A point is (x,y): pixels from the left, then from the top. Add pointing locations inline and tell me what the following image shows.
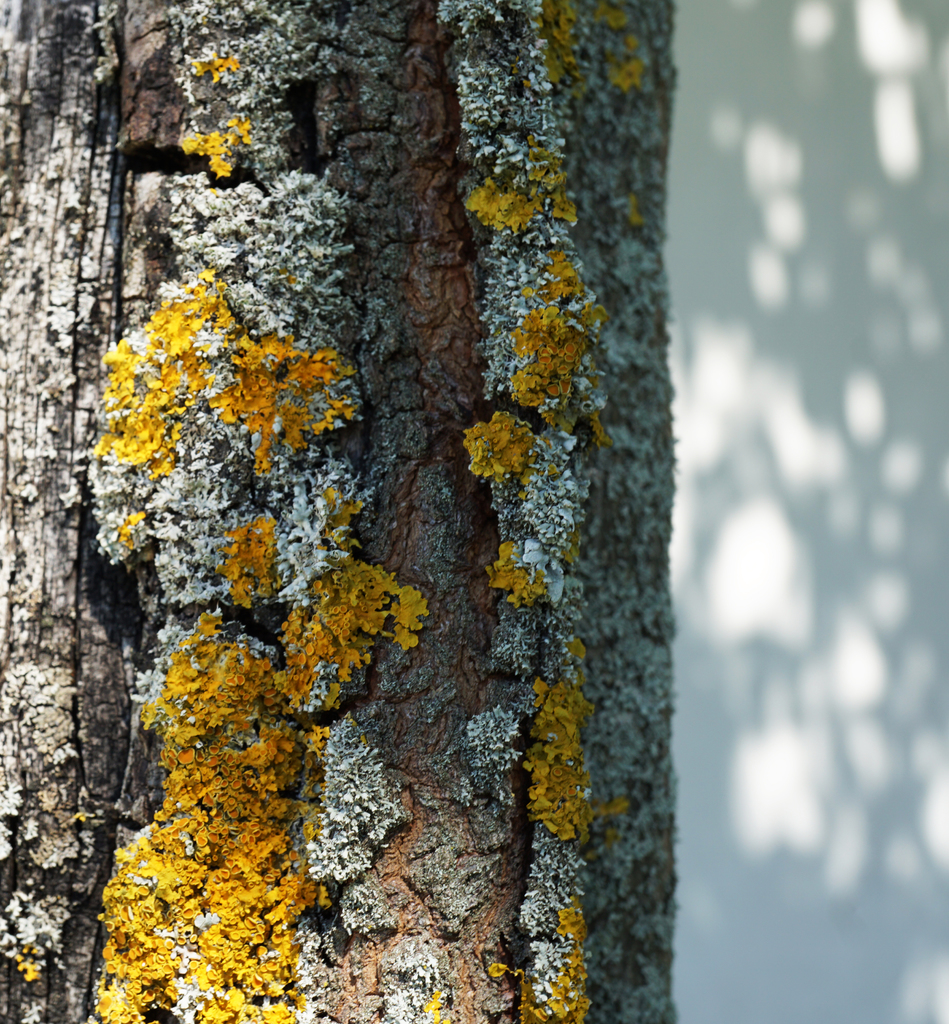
At the left corner of the image (129,604) there is a tree trunk (295,110) with the yellow color item (226,1009) on it. At the right corner of the image (758,119) there is a wall (790,307).
